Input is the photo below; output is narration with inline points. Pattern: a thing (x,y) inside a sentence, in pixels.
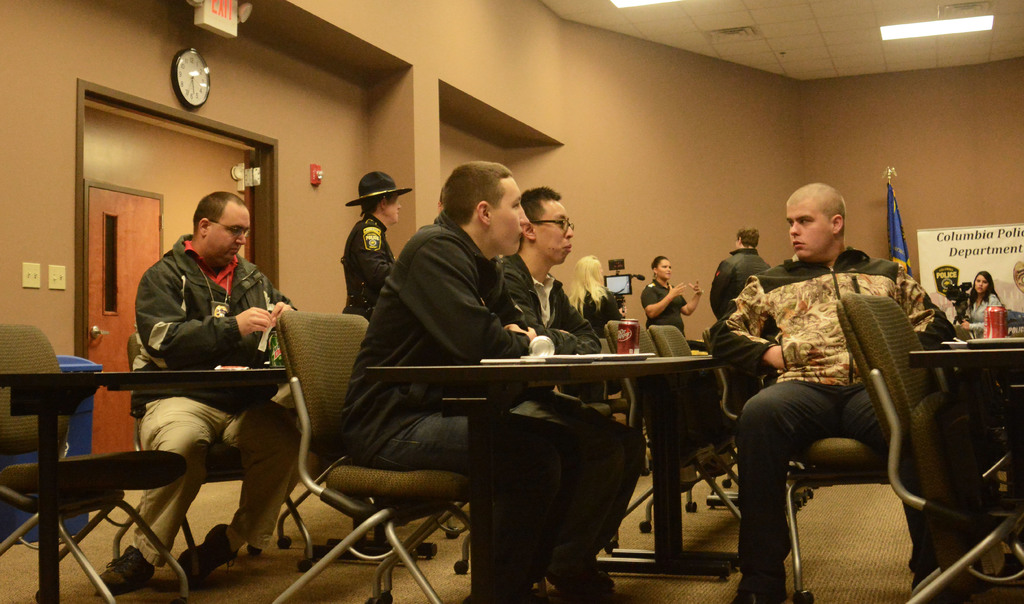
In the image we can see there are people (577,343) who are sitting on chair (321,427) and on table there are cold drink can (992,332) and at the back (899,250) there is flag (896,231) and on wall (983,216) there is banner (961,251) and few people (348,241) are standing at the back (658,294) and on wall (23,294) there is clock (191,91).
